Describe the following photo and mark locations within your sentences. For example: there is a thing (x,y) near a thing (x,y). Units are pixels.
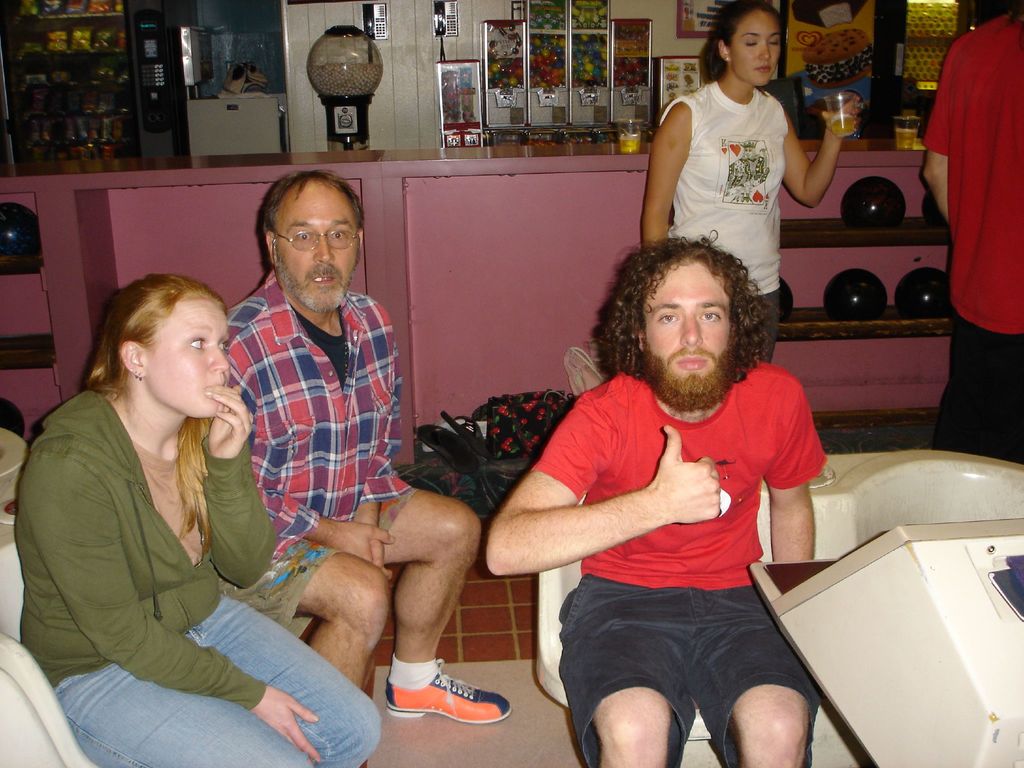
This picture is clicked inside. In the center (367,472) we can see the three persons (599,487) sitting on the chairs (557,582). On the right (892,620) there is a white color object (990,644) and there are some objects (492,405) placed on the ground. We can see a woman (743,104) wearing a white color t-shirt (738,121), holding a glass (839,122) and standing on the ground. On the right corner (1023,89) there is a person (994,192) seems to be standing. In the background (404,56) we can see the wall (420,58), picture frames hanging on the wall (412,69) and cabinets (97,62) containing many number of items (875,210) and a platform (579,152) on the top of which some items (633,148) are placed.
